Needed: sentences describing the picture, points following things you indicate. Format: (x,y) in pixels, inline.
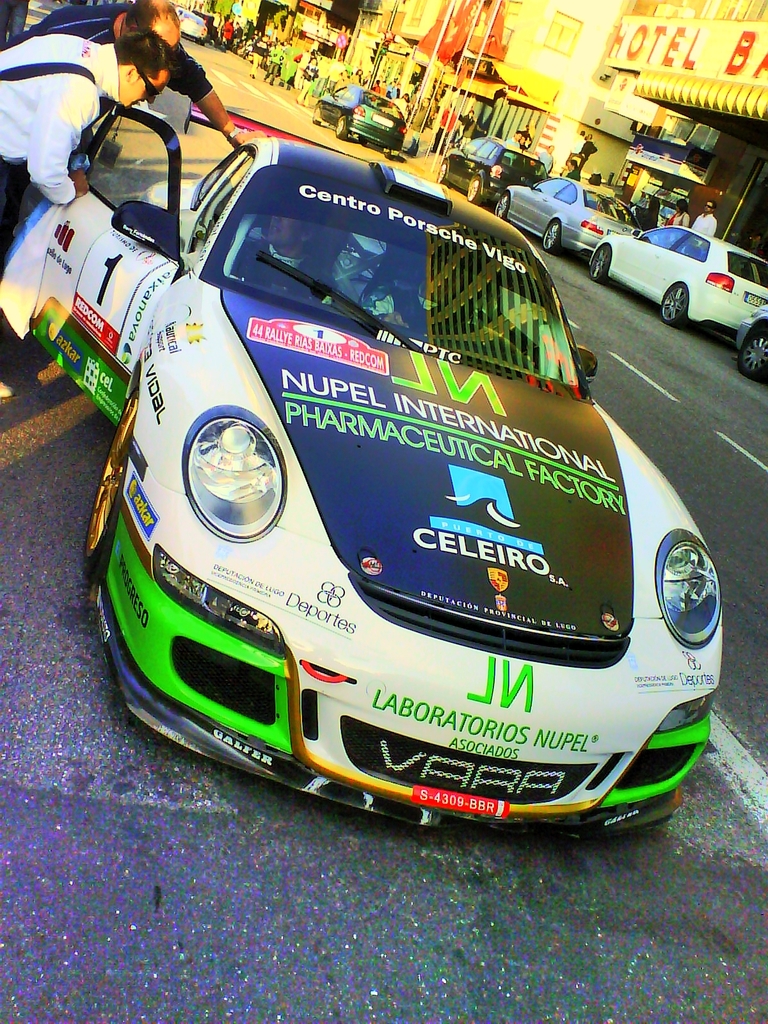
In the picture we can see a car (288,448) on the road (703,914) with a different advertisements (404,225) and paintings (242,655) on it and two men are standing near it and leaning on the door (74,281) and in the opposite side of the road (704,895) we can see some cars (571,208) are parked near the shops (664,216) and we can also see some people (644,206) standing near the cars (471,169) and some poles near it.
